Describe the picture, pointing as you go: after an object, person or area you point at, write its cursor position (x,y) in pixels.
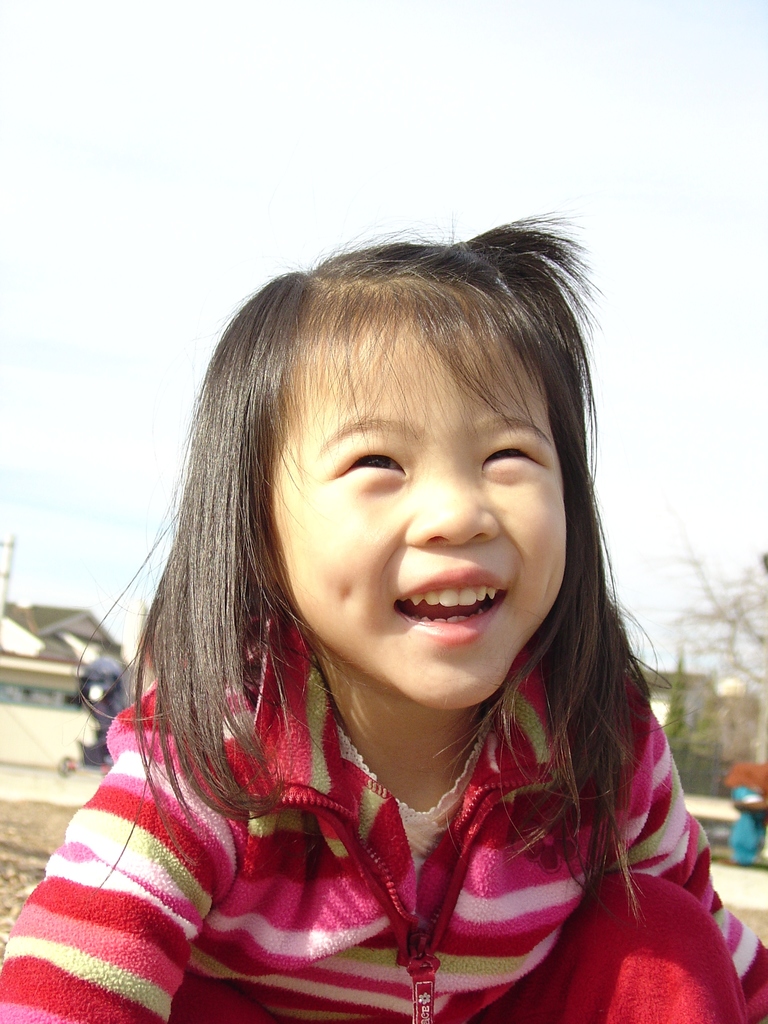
We can see a girl (459,667) with a smile and she has black hair (217,613) and wearing a red color jacket (330,811). On the right side (728,709), we can see tree (724,730). On the left side (46,669), we can see a house (32,682) and the sky (113,305) is clear.
